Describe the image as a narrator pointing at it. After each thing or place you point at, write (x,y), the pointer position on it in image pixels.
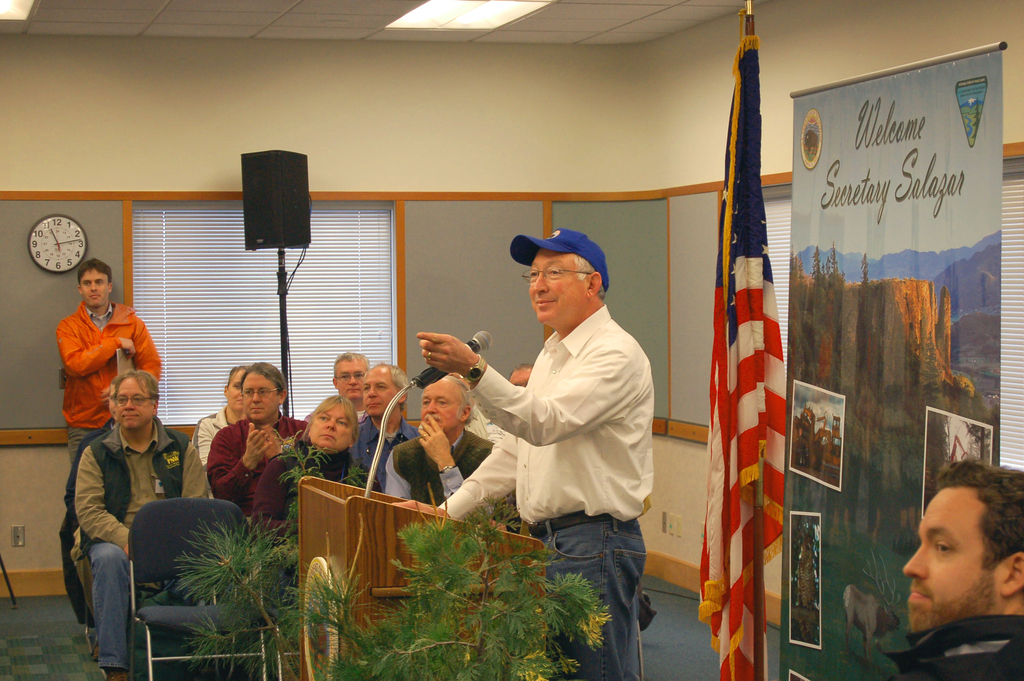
In this picture I can see few people (233,491) are sitting in the chairs (198,616) and a man (565,468) standing and speaking with the help of a microphone (423,387) and I can see a podium (396,542) and a plant (484,644) and I can see another man (86,327) standing on the left side (89,375) and I can see a speaker (260,217) to the stand (285,298) and wall clock (44,255) and I can see a flag (741,406) and advertisement hoarding (902,336) with some text (932,187) and pictures (880,311) and I can see another man (960,560) seated on the right side of the picture (920,579) and I can see few lights (490,17) on the ceiling (216,12).
